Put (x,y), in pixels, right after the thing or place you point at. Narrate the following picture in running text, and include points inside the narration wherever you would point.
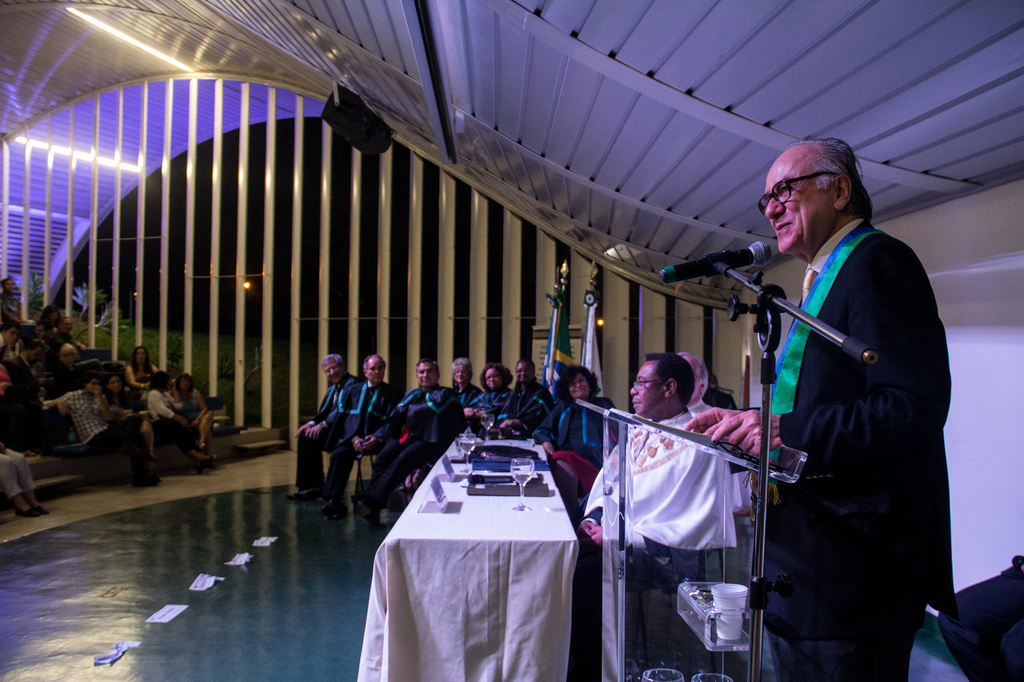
In the image we can see there is a man (815,362) who is standing and in front of him there is a mic (760,246) with a stand (763,567) and beside there are people (650,403) who are sitting on chair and on table (501,512) there is wine glass (514,507), name plate (441,497), file (469,482) and they are looking at the man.
